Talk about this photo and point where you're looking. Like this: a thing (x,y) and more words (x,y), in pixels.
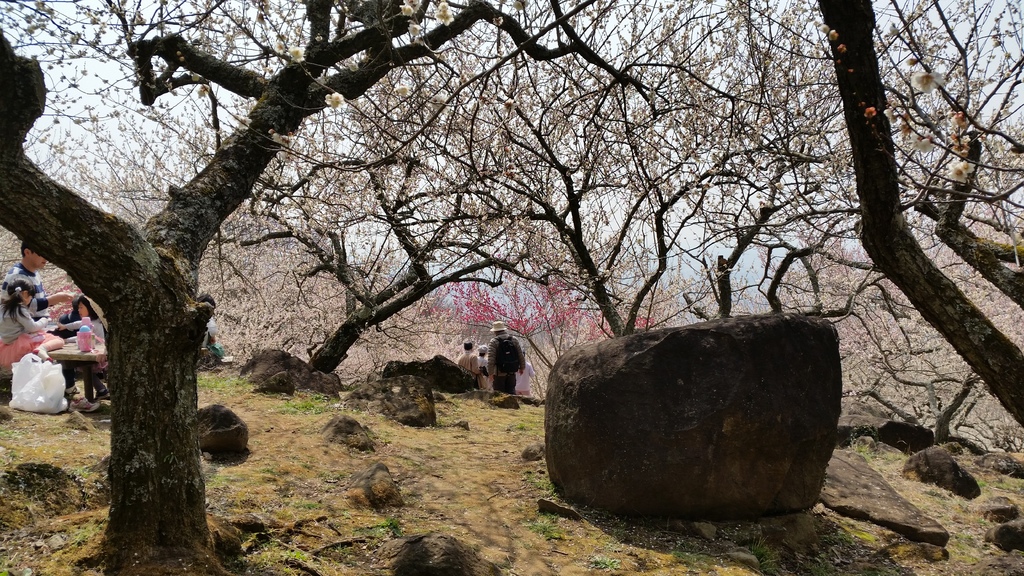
In the center of the image (484,349) we can see persons (486,365) standing on the ground (483,403). On the left side of the image (185,261) we can see tree (185,392) and persons (47,308) sitting at the table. At the bottom of the image (347,446) we can see stones (697,420). In the background (657,226) we can see trees (273,237) and sky (699,237).
